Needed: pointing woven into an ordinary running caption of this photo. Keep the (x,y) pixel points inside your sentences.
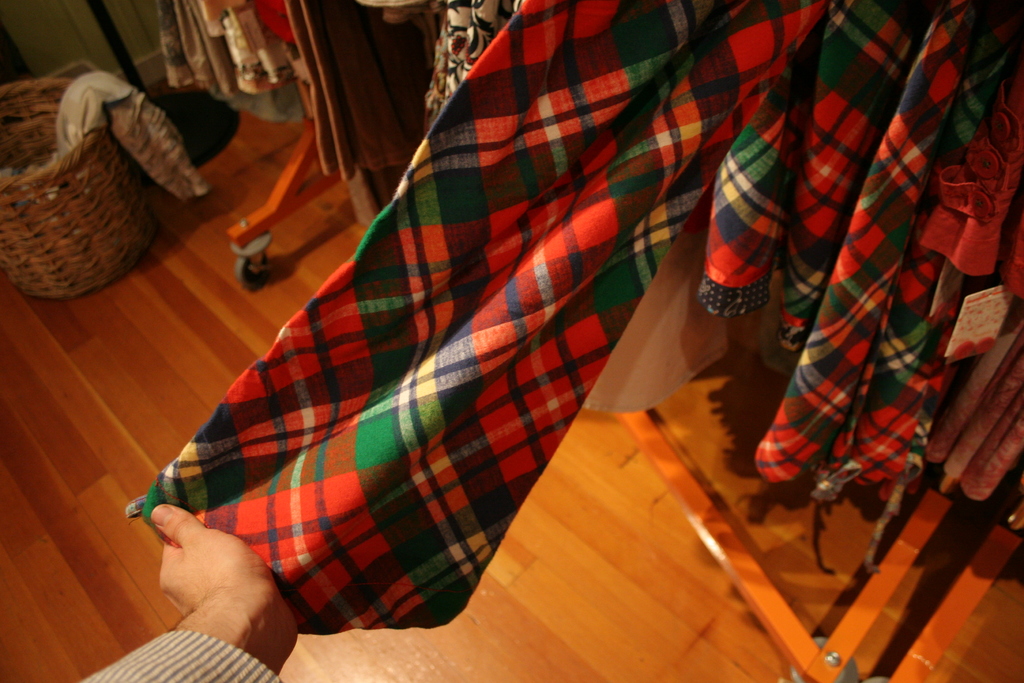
A person (231,682) is holding a multicolored dress (564,260). There are many clothes (184,63) hanging. There is a wooden basket (65,213) at the left (48,204) in which there are clothes (162,155). There is a wooden surface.
